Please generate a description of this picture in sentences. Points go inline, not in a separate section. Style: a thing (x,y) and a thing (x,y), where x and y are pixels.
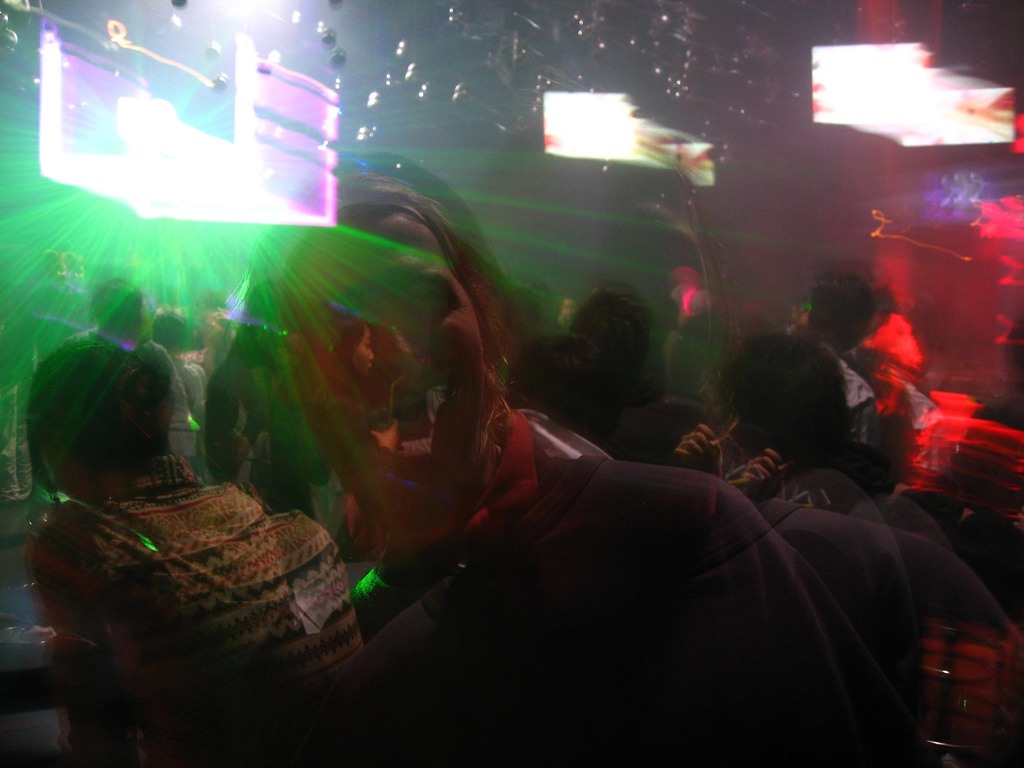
In the center of the image (573,352) we can see crowd (80,334). In the background (833,118) we can see screens (300,84) and lights (111,128).
